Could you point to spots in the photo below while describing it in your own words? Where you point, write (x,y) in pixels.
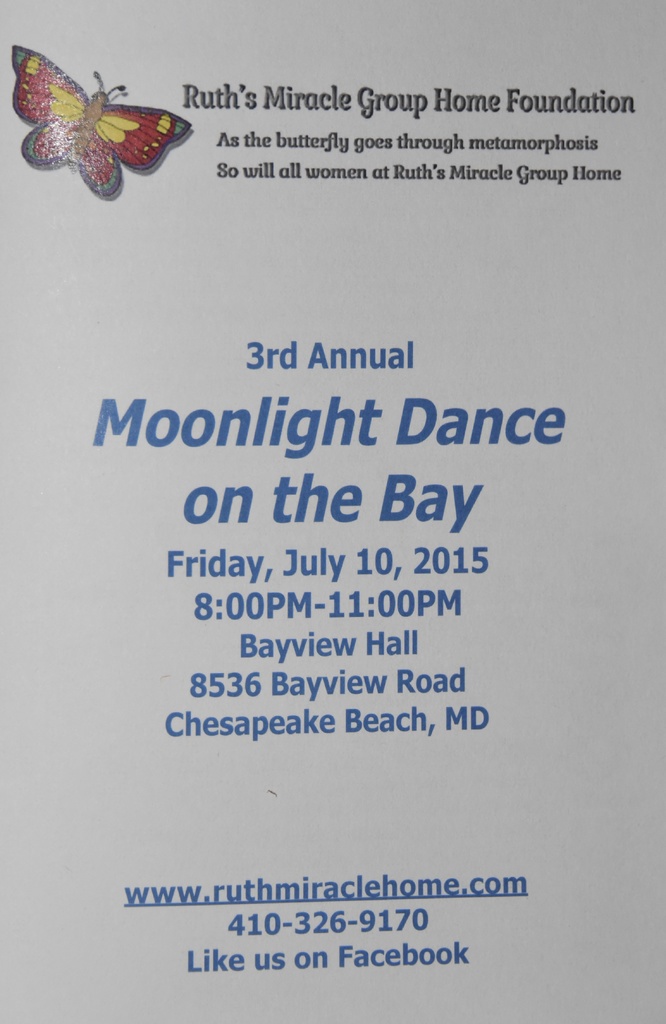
In this picture I can see a poster (246,383) with some text (508,100) and I can see a butterfly (29,150) at the top left corner of the picture (130,153).
